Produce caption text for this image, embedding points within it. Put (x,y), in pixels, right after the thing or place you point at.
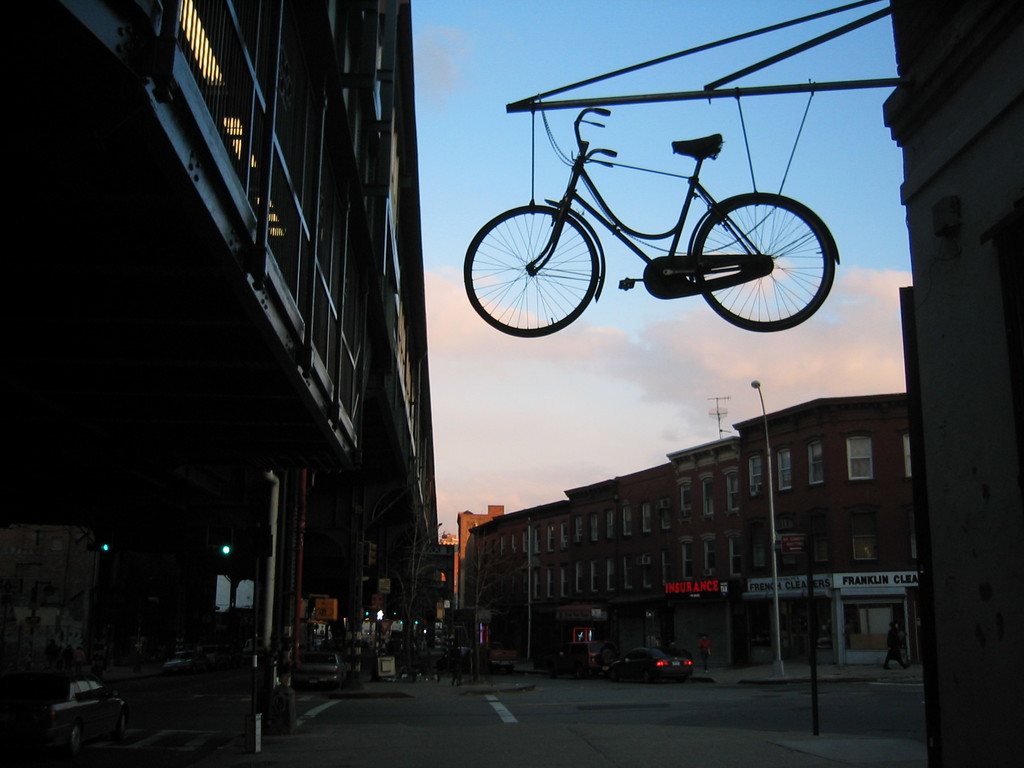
In this picture we can see few buildings (869,557), poles (355,639), lights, vehicles (499,657) and group of people (451,667), and also we can see a bicycle (546,248) in the air (648,213) and it is tied with cables (534,132) to the metal rod (585,100).
